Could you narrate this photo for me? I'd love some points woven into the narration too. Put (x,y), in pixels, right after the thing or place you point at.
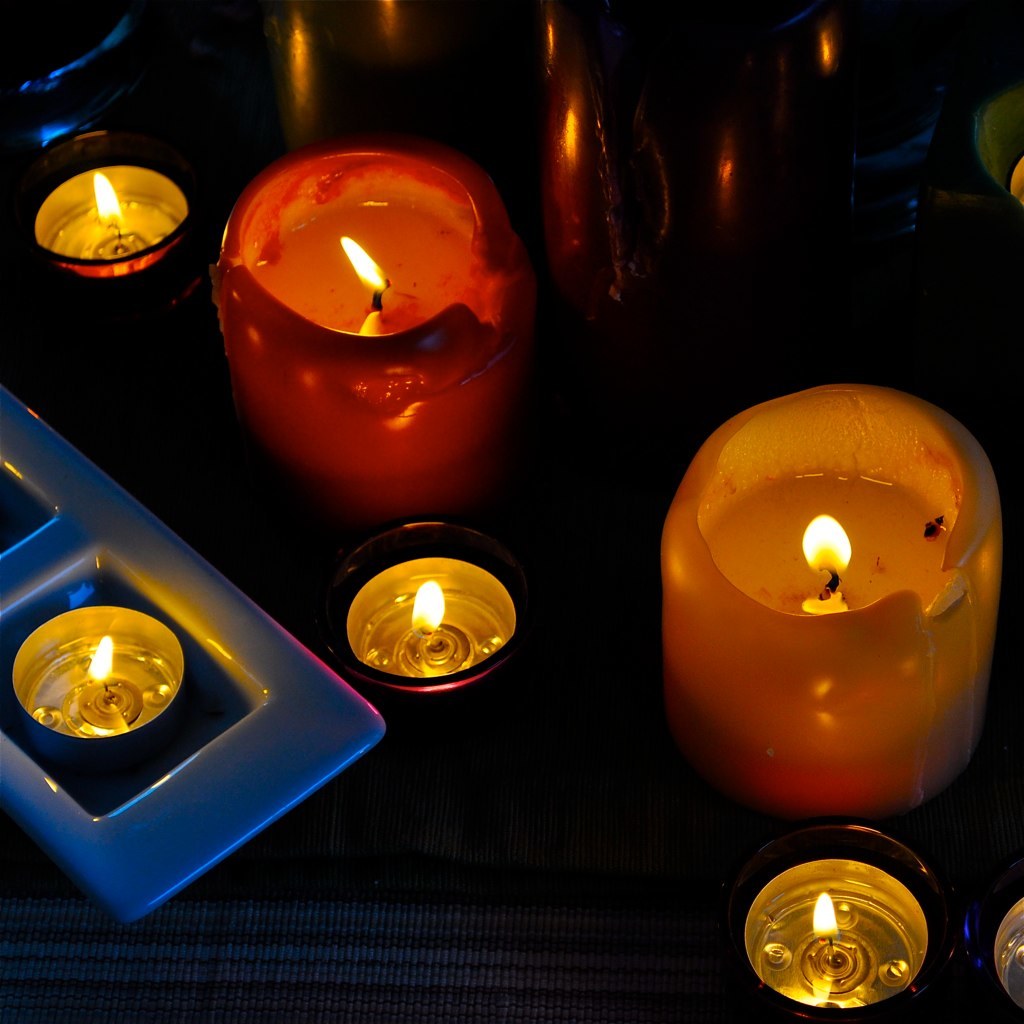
In this picture I can see candles (817,417) and in the background (622,215) there are some objects (564,187).
